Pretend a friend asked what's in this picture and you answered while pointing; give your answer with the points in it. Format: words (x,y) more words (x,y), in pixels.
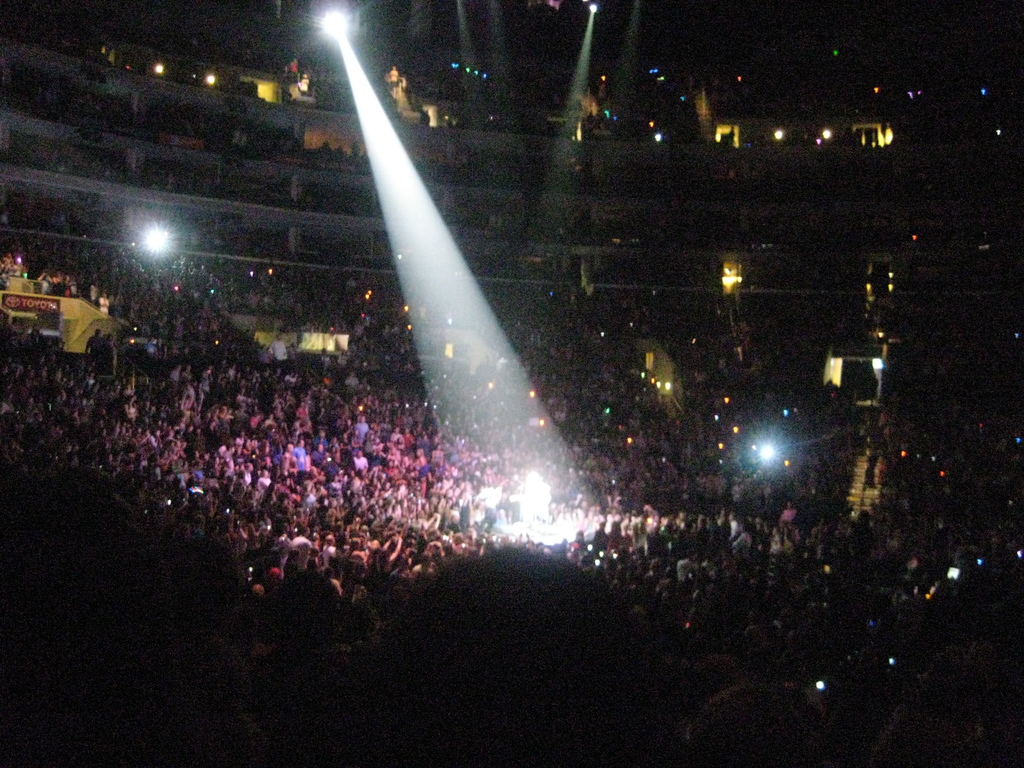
In this image, I can see groups of people (344,372). This looks like a show light (488,484). I think this is a stage show (502,529). This picture was taken inside the building (745,213). These are the lights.
